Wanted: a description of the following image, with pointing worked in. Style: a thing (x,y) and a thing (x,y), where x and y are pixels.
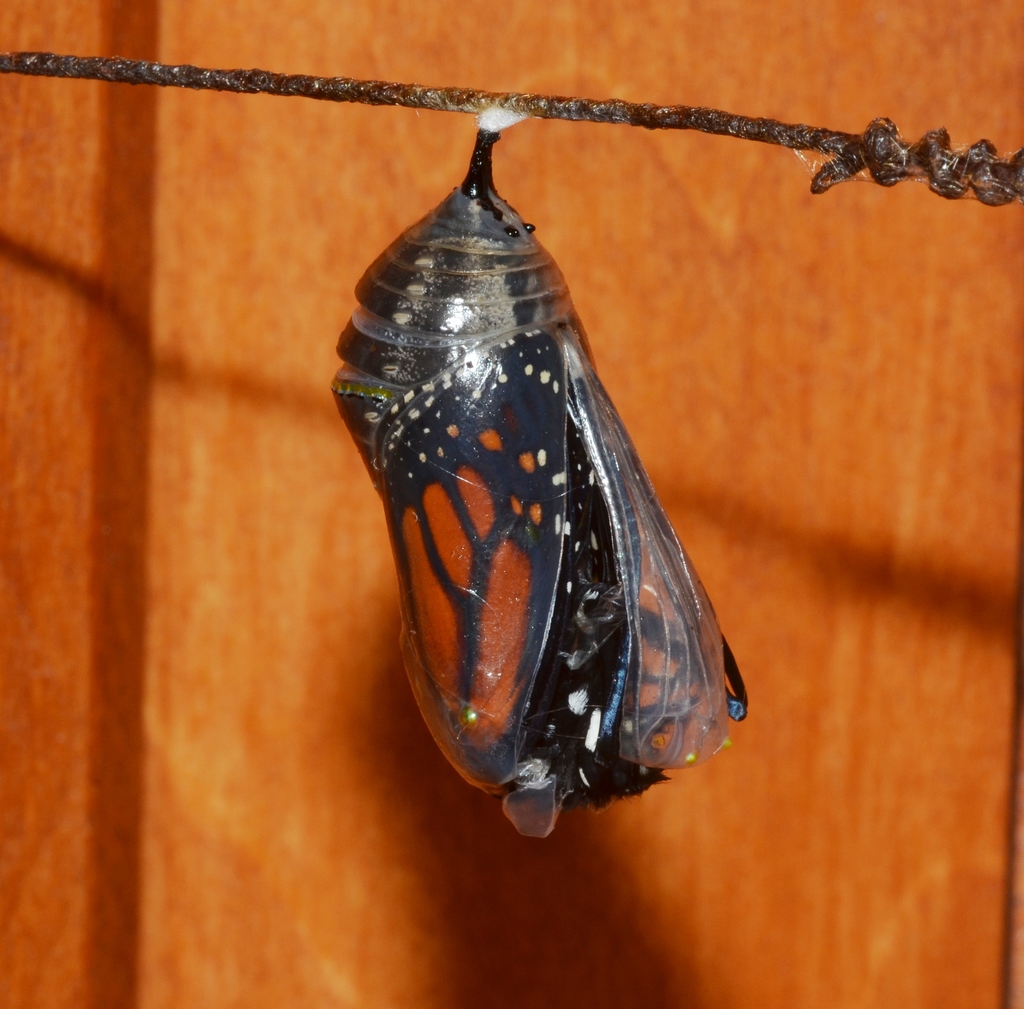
In this image we can see a butterfly (545,289) and a rope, in the background (290,541) we can see the wall (862,747).
